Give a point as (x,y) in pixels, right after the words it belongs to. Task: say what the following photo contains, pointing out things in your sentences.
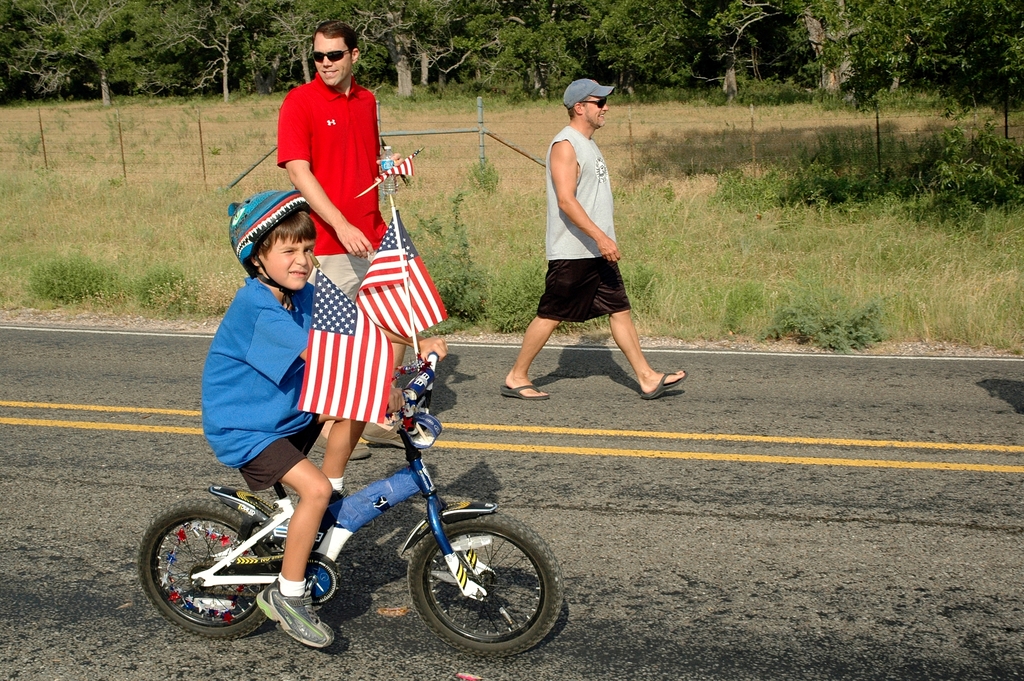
This picture is clicked outside the city or along the countryside. In the center of the image (417,404) there is a boy (300,541) riding bicycle (413,487) and there are flags (357,334) to the bicycle (420,531). In the foreground (571,248) on the road (694,442) there is a man (588,229) walking, wearing a gray cap (576,99). In the background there are trees (735,54). In the middle of the background (27,151) there is grass (856,203) and fencing (437,130). In the middle of the picture (347,275) there is man (309,124) in red t-shirt (318,136).
